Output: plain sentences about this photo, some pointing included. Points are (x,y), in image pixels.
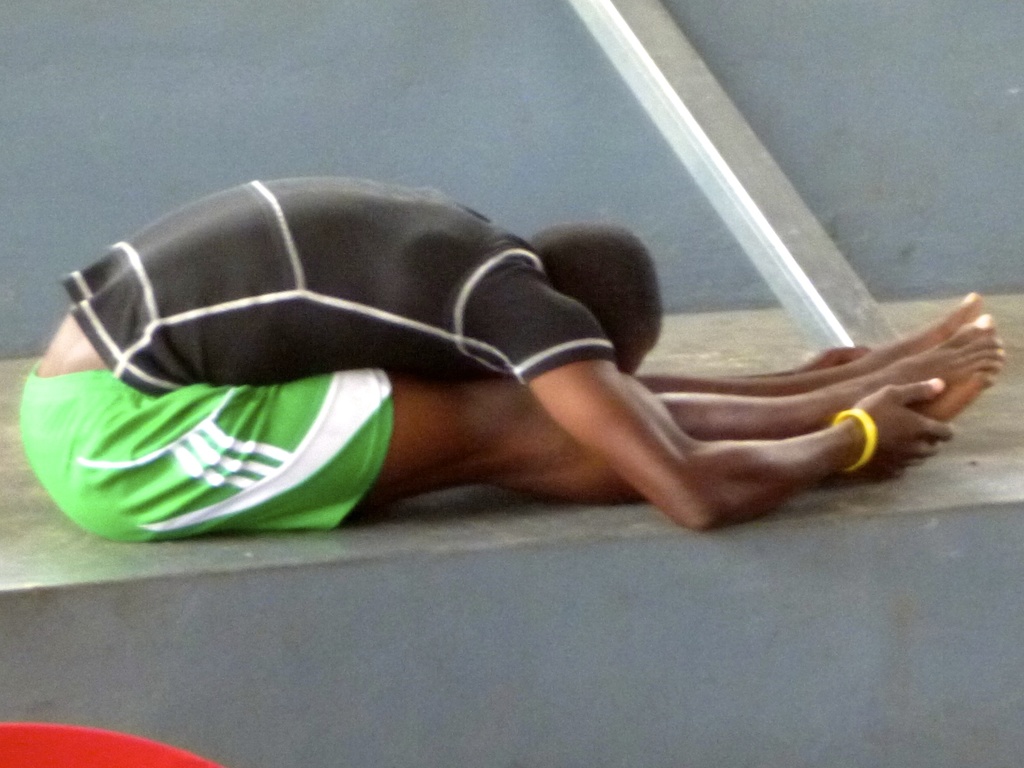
In the middle of the image (577,495) a person (642,495) is sitting on the floor (967,452) and doing something. Beside him there is wall (1012,267).
